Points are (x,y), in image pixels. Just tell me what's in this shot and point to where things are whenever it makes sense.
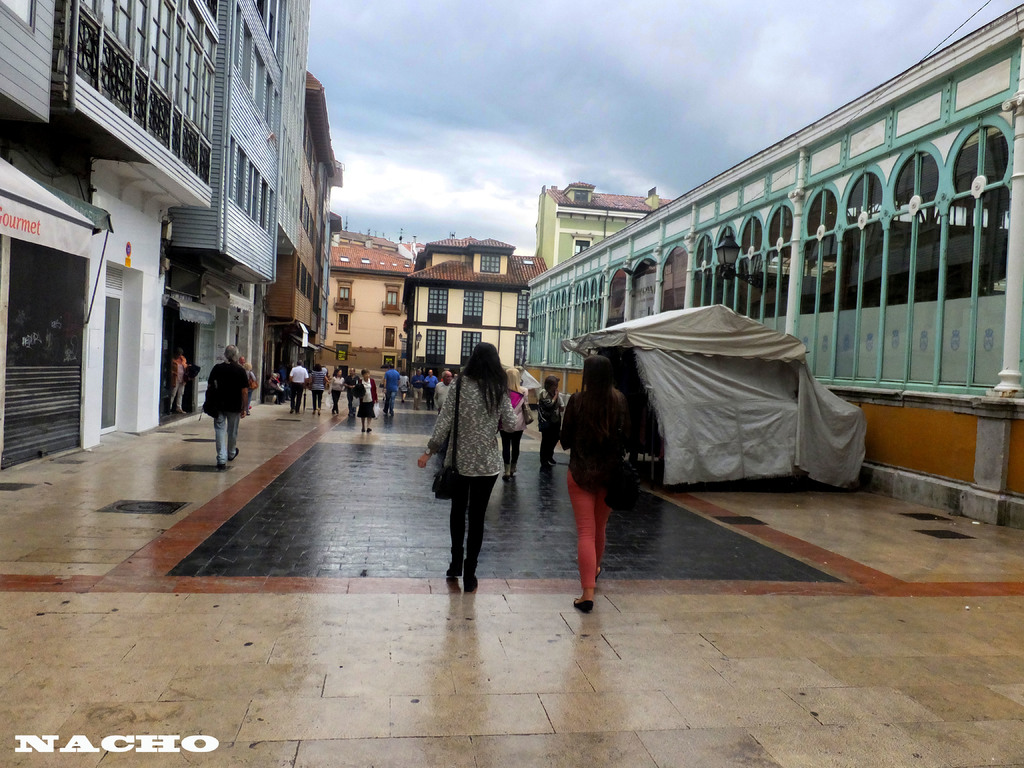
In this picture there are people (462,396) in the center of the image (588,390) and there are stalls (739,393) on the right (818,430) and left side of the image (136,345), there are buildings (537,299) in the background area of the image (526,309).
